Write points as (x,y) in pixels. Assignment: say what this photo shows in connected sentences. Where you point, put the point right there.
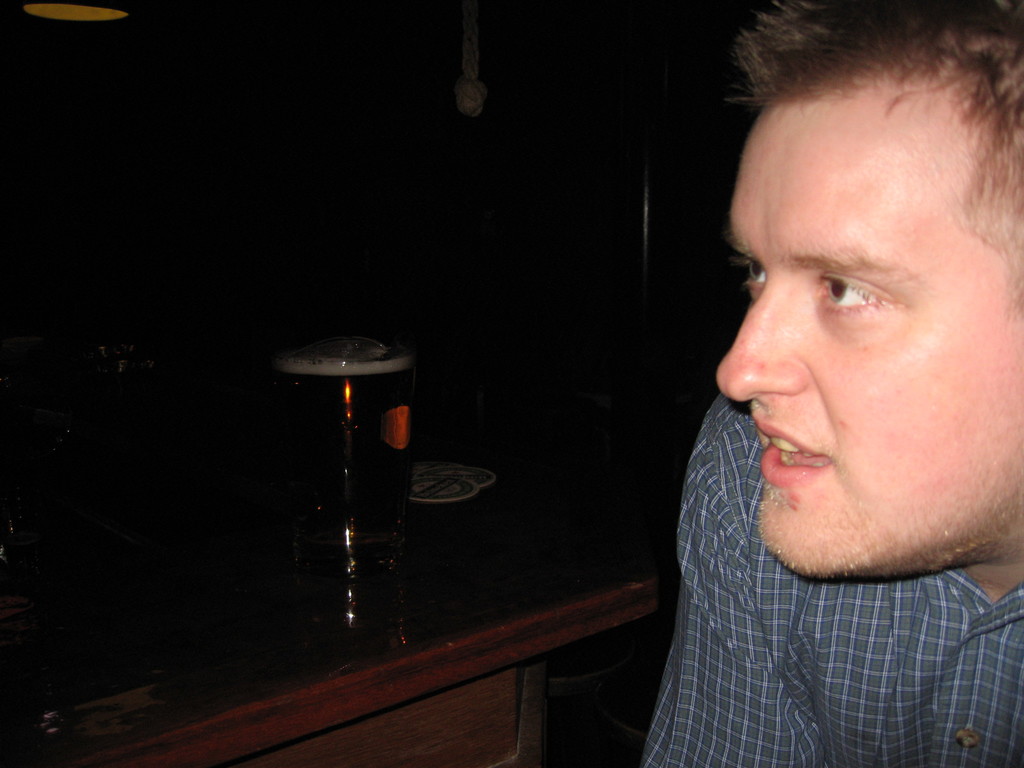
This is a picture of a man (838,433) sitting on a chair (609,716) to the left side of the man (749,653) there is a table (458,648) on the table (428,642) there is a glass (350,502). Background of the man (769,533) is in black color.
